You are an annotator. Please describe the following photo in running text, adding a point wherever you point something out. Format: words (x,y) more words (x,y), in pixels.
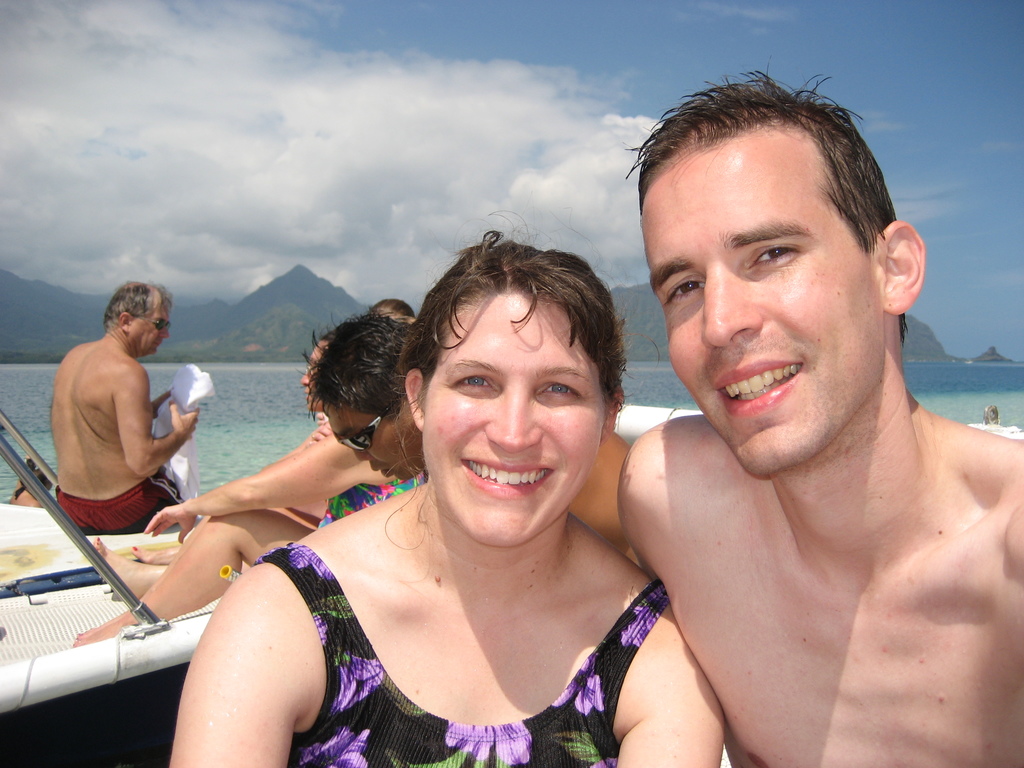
In this image, we can see some persons (358,472). There are two persons (90,360) on the left side of the image (210,579) sitting on the object (82,610). There are hills (323,292) beside sea (958,366). In the background of the image (453,80), there is a sky (923,121).
